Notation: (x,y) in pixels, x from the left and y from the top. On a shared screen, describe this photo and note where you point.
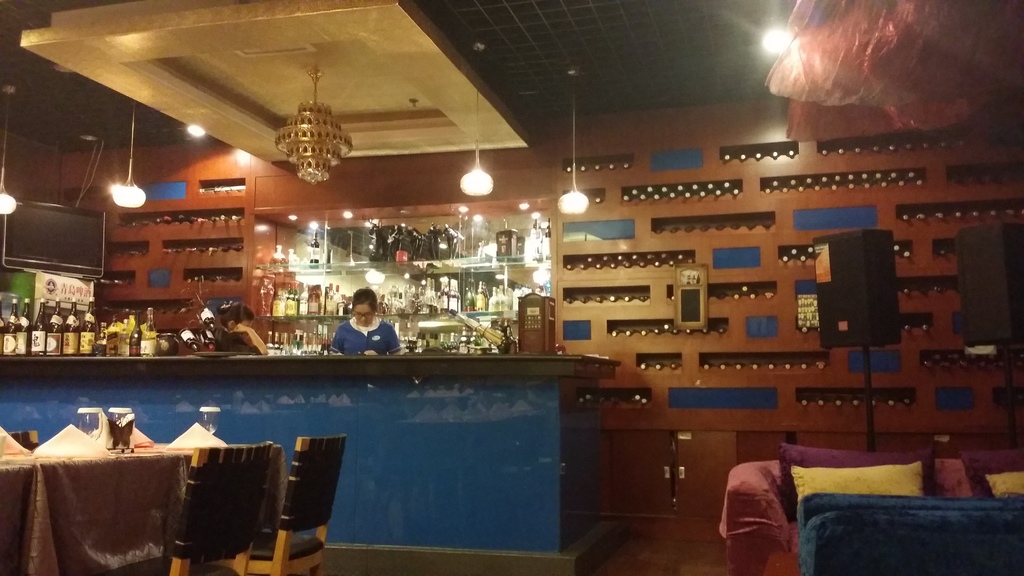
In this image there are 2 persons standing near a table (196,389), and there are group of bottles (40,337), chandelier (315,73), lights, bottles (716,229) in a rack (855,391), pillows (802,457), couch (943,521), speaker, chairs (29,440), tables (169,460), glasses (113,414), television (98,223).
